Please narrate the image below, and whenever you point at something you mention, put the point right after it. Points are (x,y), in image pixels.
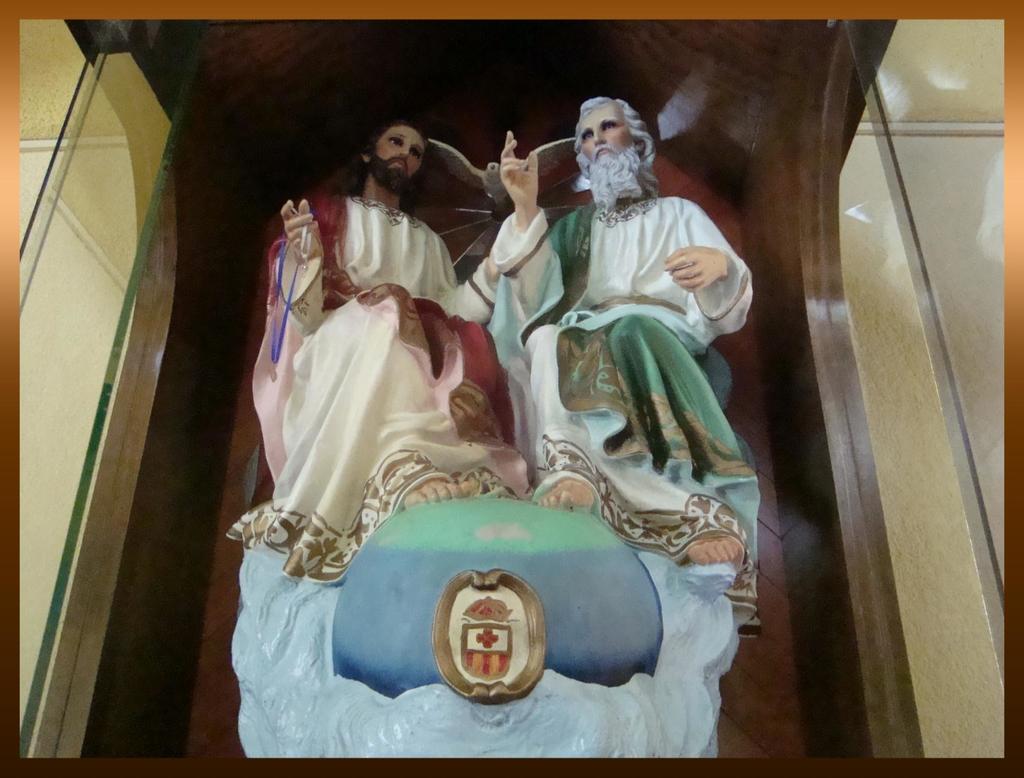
In this image there are sculptures (494,257) of two persons (513,278) and a bird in a glass box (187,99).
